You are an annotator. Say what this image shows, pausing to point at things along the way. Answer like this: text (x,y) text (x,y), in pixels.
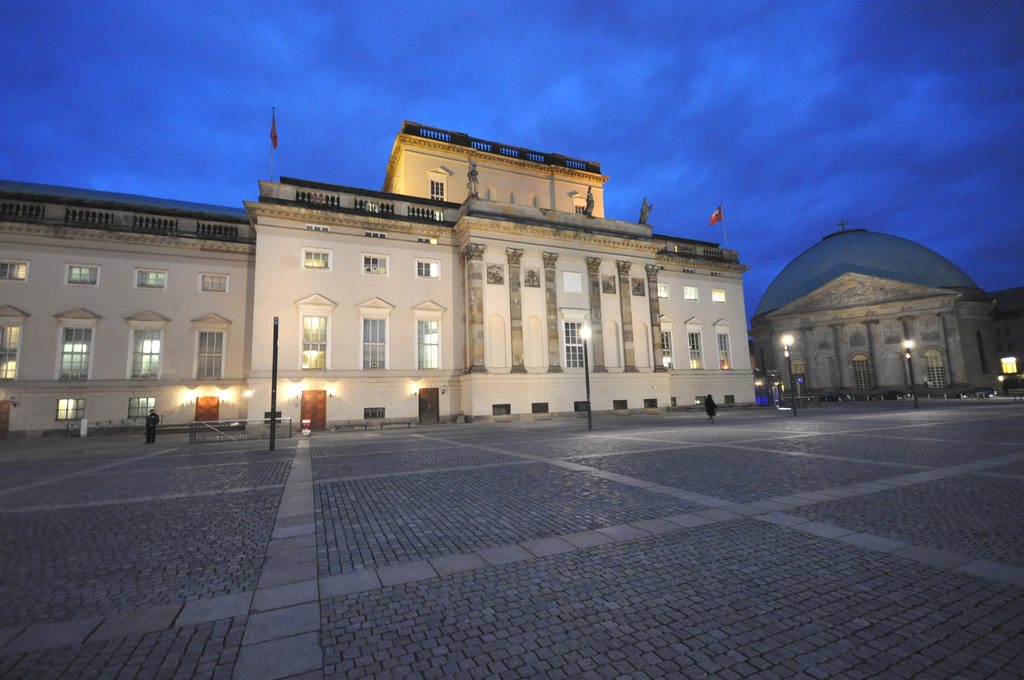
In this image I see the buildings (473,264) and I see 2 flags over here and I see the street lights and I see the path (177,667) and in the background (734,16) I see the sky (521,105) which is cloudy.
